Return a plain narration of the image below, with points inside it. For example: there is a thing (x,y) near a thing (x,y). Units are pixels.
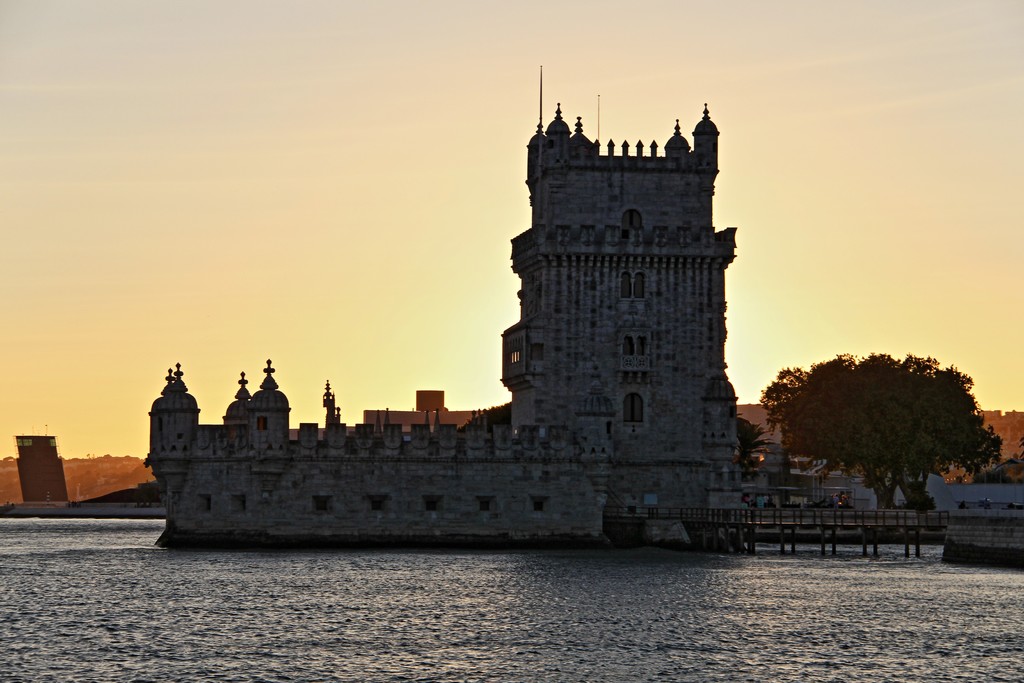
In this image we can see lake (658,621) and one monument (643,448). Right side of the image (888,434), tree (902,416) is there. At the top of the image (322,121), sky (322,121) is present.
